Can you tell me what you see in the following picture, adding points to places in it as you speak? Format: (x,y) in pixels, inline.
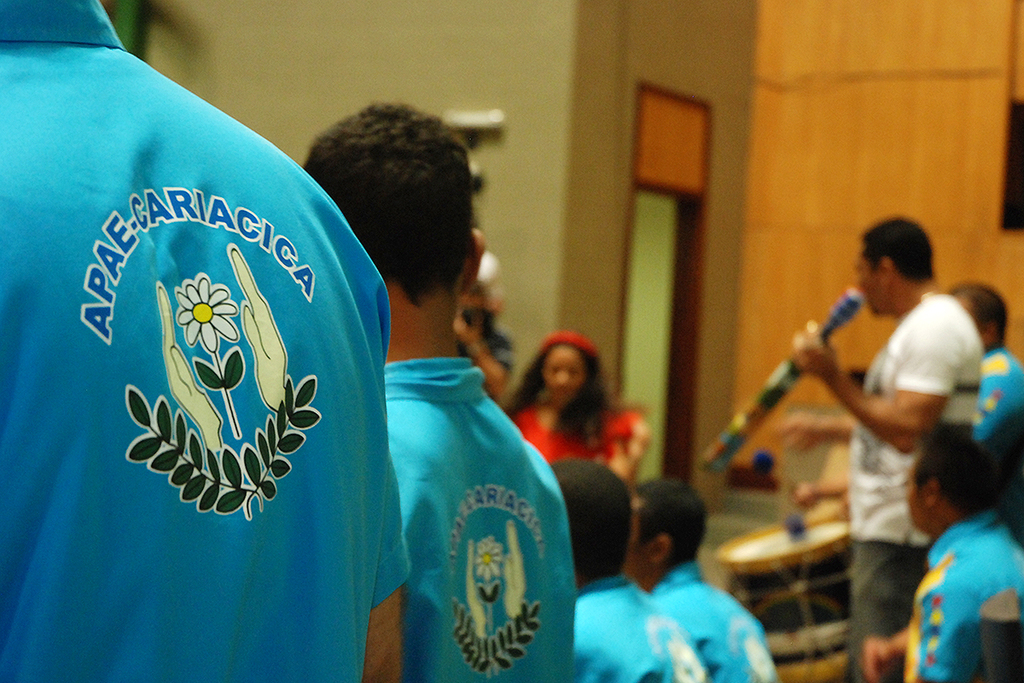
To the left side of the image (212,406) there is a blue t-shirt (211,355) with flower (191,333), hands (213,426) and leaves symbol (260,456) on it. And also there is something written on it. Beside the t-shirt (331,436) there is a man (440,358) with a t-shirt (459,441). To the bottom right of the image (736,608) there are few people (706,591) with blue t-shirt (632,610) is sitting. In between them there is a man (876,395) with white t-shirt (896,490) is standing and holding a microphone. There is a lady (571,438) with red dress (605,436). And in the background (609,112) there is a wall (600,160) with room (644,208) in it.
